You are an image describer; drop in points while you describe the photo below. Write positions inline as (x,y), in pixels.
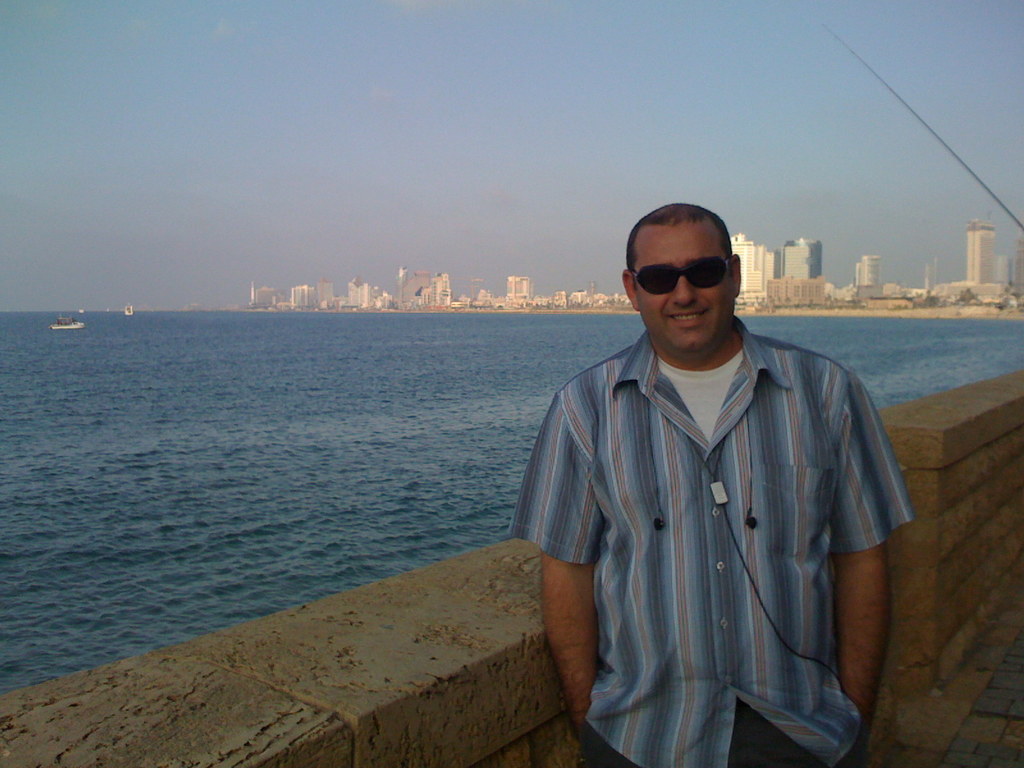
On the right side of the image (783,648) we can see a man (695,541) standing and smiling. There is a wall (386,674). In the background (362,511) we can see a sea (76,401) and there are boats (55,327). There are buildings (400,279). At the top (623,217) there is sky (623,217).
